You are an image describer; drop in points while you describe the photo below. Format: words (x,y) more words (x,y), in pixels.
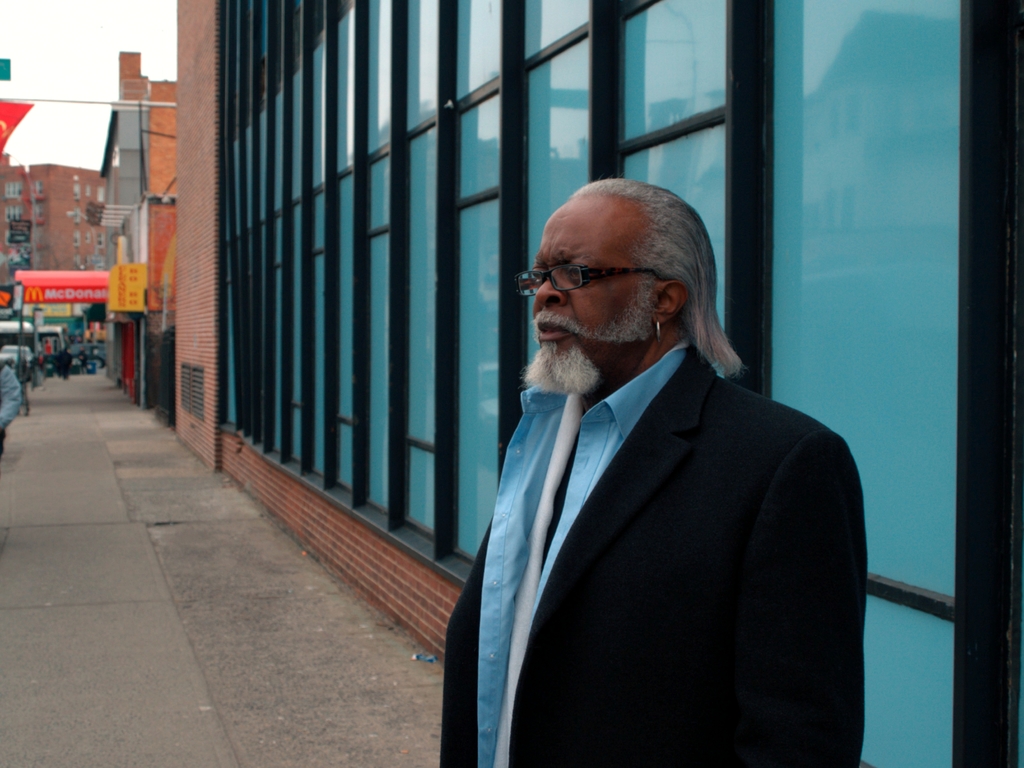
In this image, we can see buildings (331,315). There is a person (485,662) at the bottom of the image (539,630) wearing clothes (552,551).
